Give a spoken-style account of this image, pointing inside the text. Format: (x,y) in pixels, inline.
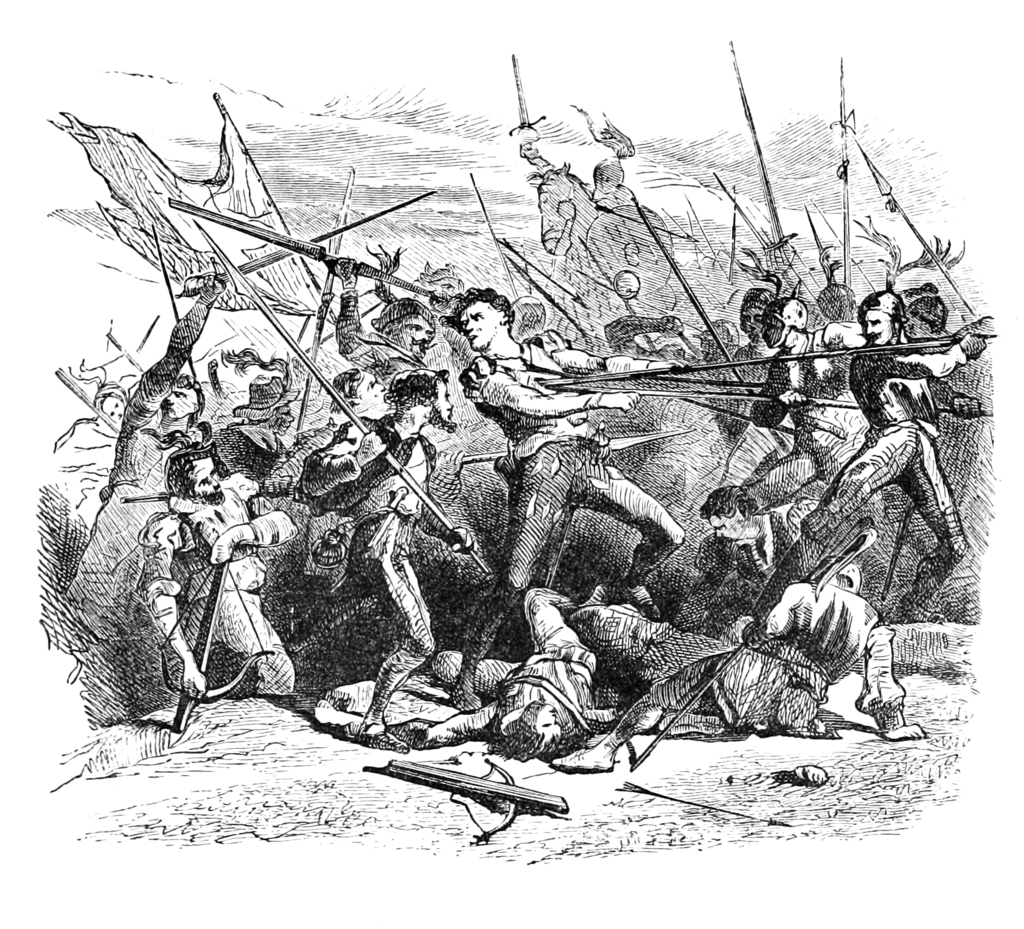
In this image I can see a black and white drawing of people (848,322) fighting with each other.
